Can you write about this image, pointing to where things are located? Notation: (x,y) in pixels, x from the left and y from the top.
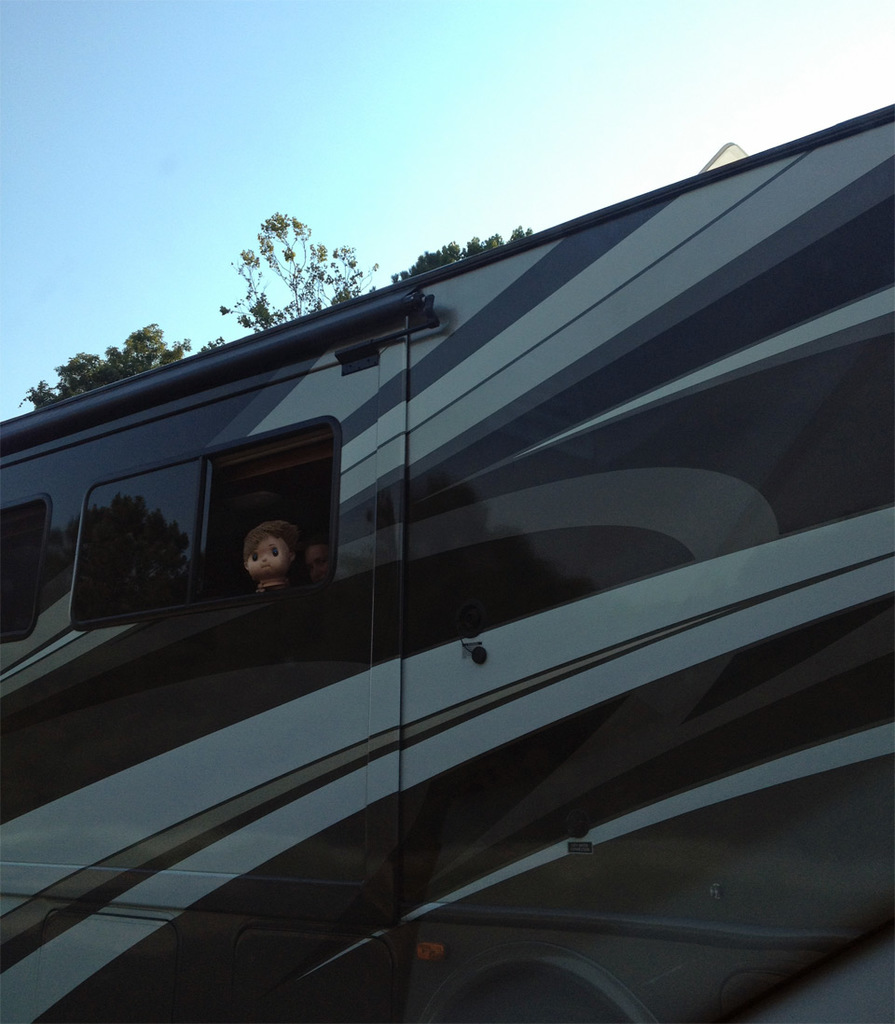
In the image we can see there is a vehicle (330,723) and there is a window (236,558) on the vehicle (688,701). There is a face (268,570) of a doll (268,561) in the window (227,577) of the vehicle (342,539) and there are trees (107,375). The sky (393,260) is clear.
